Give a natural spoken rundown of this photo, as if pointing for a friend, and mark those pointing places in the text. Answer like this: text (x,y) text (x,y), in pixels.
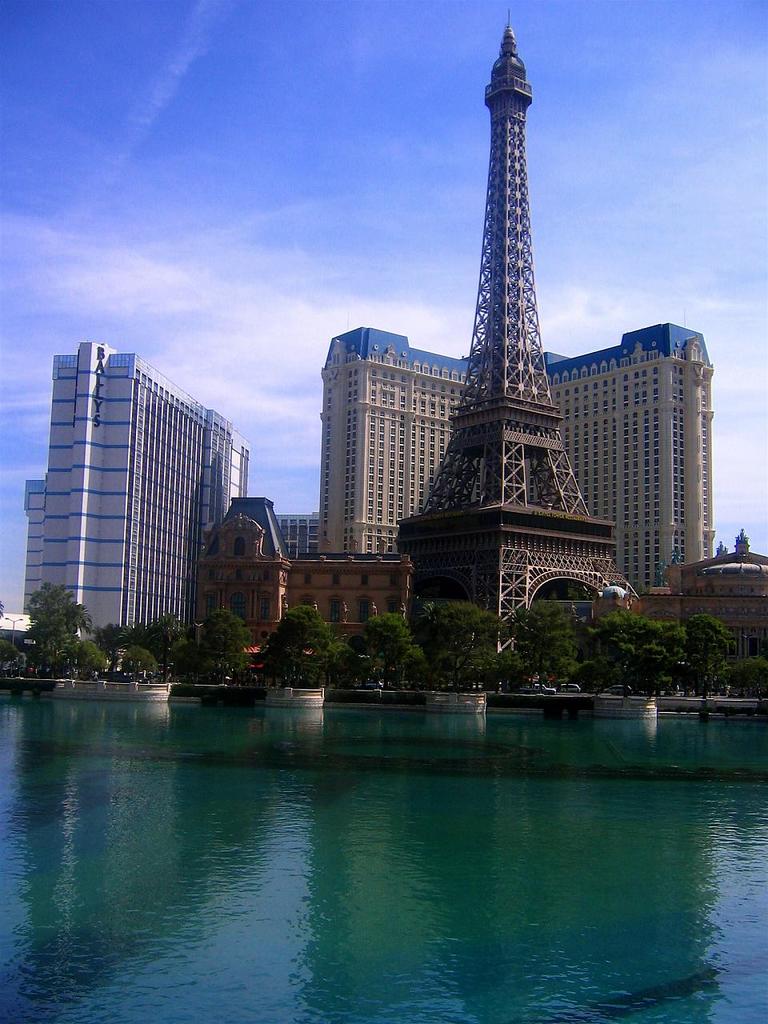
In this image I can see there is a lake (469,916), in the background (501,638) there are trees (514,618), a tower (499,421) and few buildings (371,400) and the sky (351,264) is clear.
